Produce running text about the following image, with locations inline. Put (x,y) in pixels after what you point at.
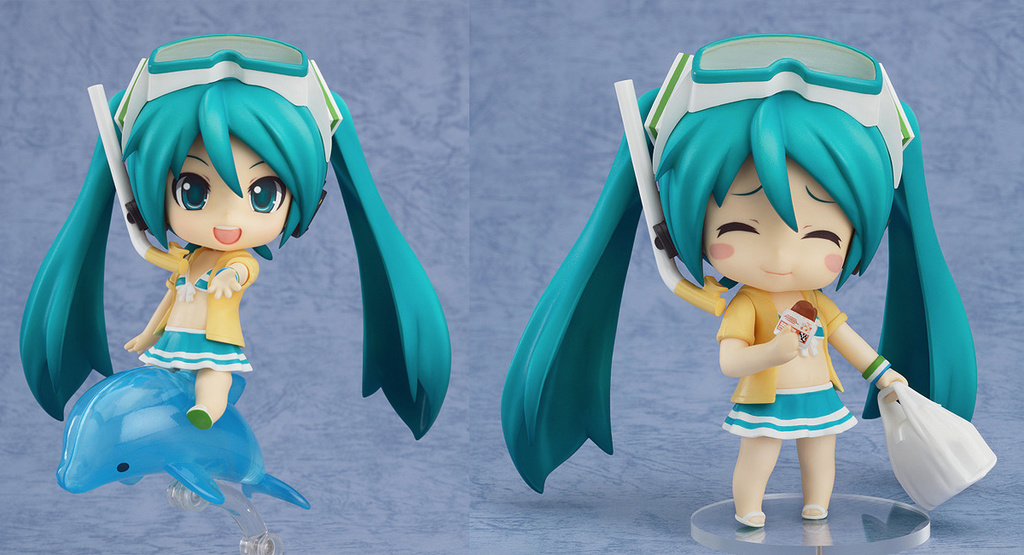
This is an image with collage in which we can see some dolls (447,380).
